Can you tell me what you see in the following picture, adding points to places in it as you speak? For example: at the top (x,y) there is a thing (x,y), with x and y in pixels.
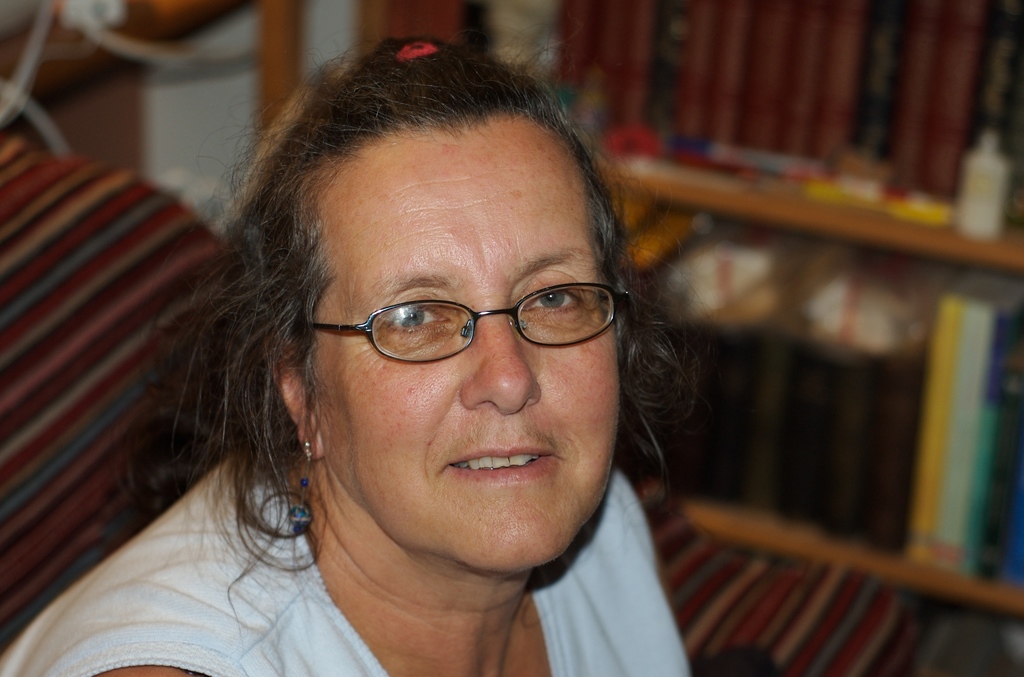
In this picture I can observe a woman (430,384) in the middle of the picture (426,396). She is wearing spectacles (385,345). The background is blurred.
